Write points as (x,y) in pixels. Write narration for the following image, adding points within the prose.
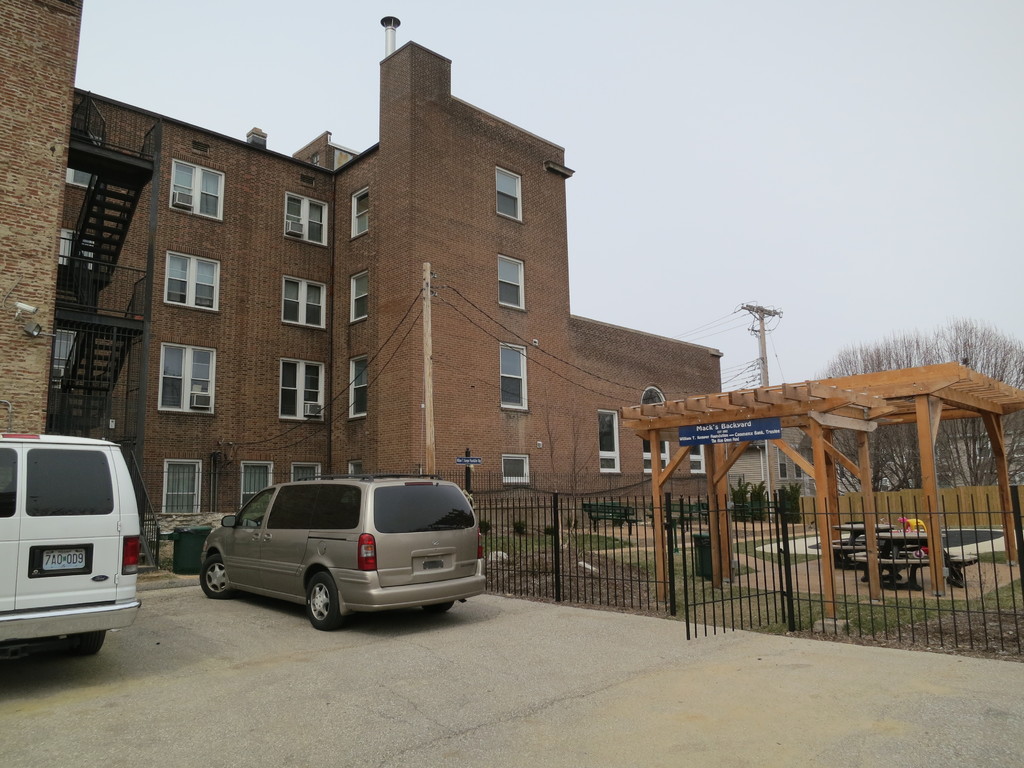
In this image we can see one big building (257,255), three staircases (95,353), one antenna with so many wires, so many windows (190,475), some objects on the windows (286,319), one gate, two fences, two cars (361,590) parked on the road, in front of the building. Some objects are on the surface (750,584), two dustbins (699,550), tables (835,554) with chairs (955,575) and at the top (250,10) there is the sky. There are so many trees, plants (791,518), bushes (517,533) and grass (511,547) on the ground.
